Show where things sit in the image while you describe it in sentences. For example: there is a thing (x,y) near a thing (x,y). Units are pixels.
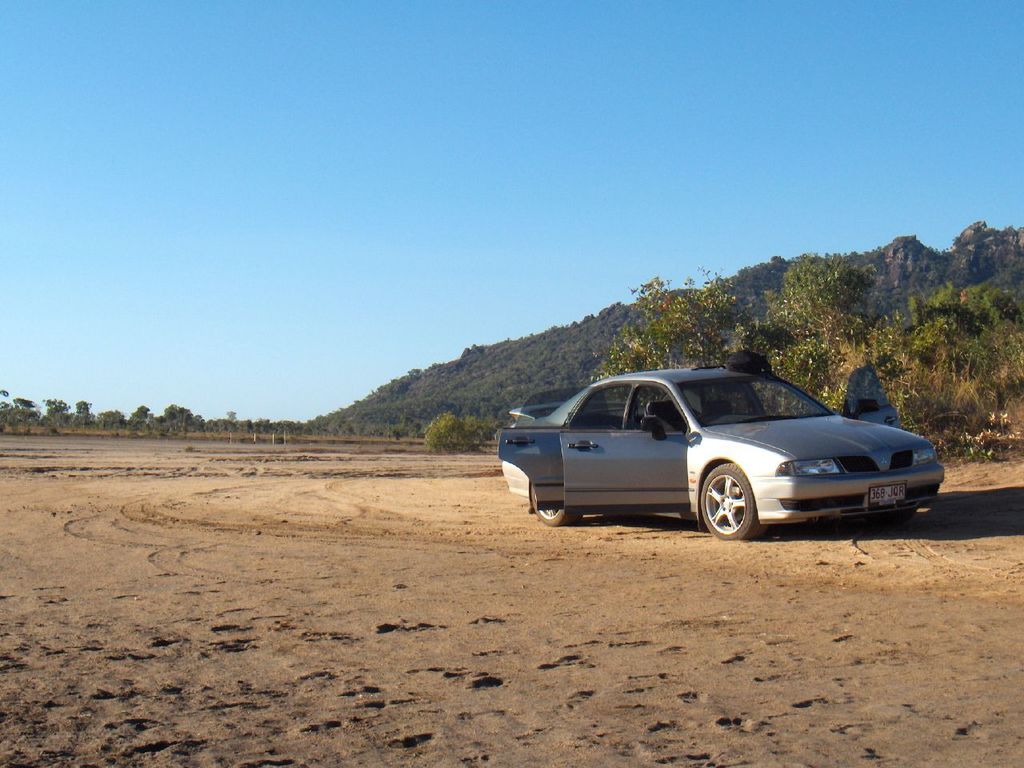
In this picture we can see a black object (754,353) on a car (771,484). We can see the sand (156,551). There are a few plants (894,356) and trees (148,416) visible in the background (316,436). Sky (449,287) is blue in color.
